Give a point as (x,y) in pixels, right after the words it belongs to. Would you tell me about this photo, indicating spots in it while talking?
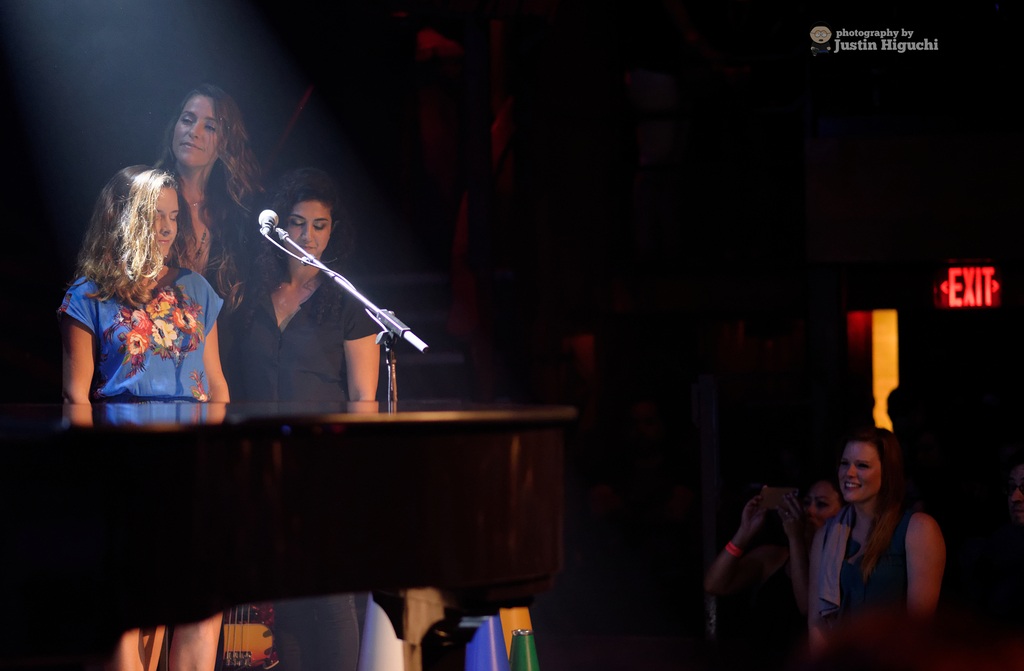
In this picture we can see three women (135,170) standing and in front of them we can see a mic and two women (877,608) and in the background (833,470) it is dark.
